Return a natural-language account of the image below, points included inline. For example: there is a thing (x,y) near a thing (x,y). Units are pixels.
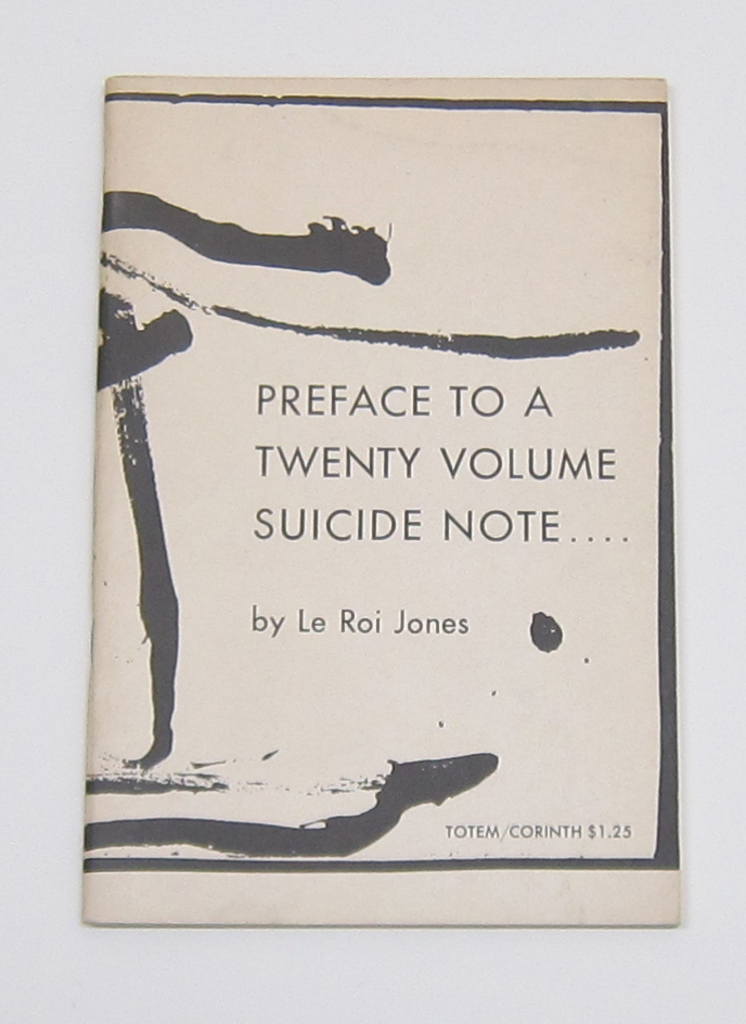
In this image we can see the paper (421,389), on that there are some text (369,450), and the background (711,88) is blurred.
